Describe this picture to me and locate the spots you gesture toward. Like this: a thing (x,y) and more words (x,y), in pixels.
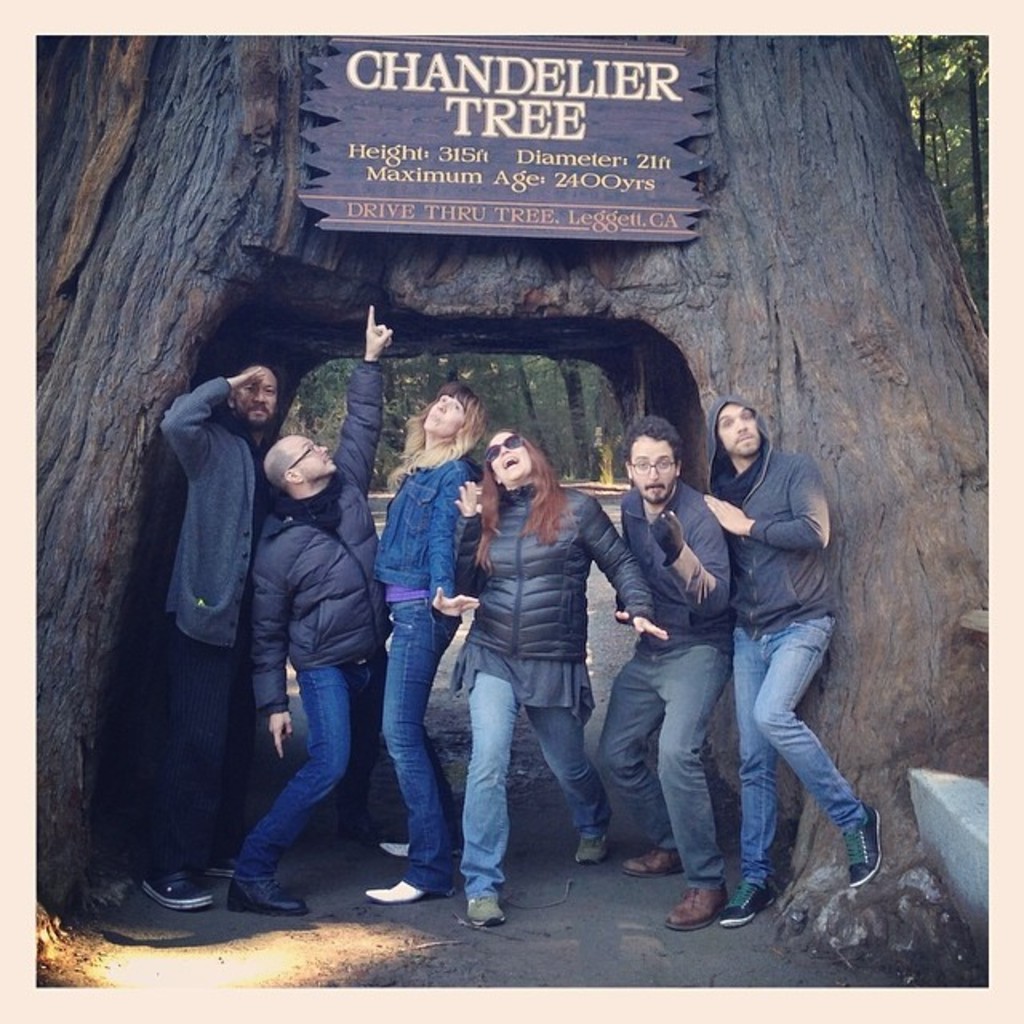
In this image I can see in the middle (599,519) 2 ladies (569,531) are smiling and dancing, 4 men (700,630) are looking surprised they wore coats (470,580). At the top (688,83) there is the board (459,218) to this bark (740,317) of a tree (835,347). At the back side (488,380) there are trees (468,376).
